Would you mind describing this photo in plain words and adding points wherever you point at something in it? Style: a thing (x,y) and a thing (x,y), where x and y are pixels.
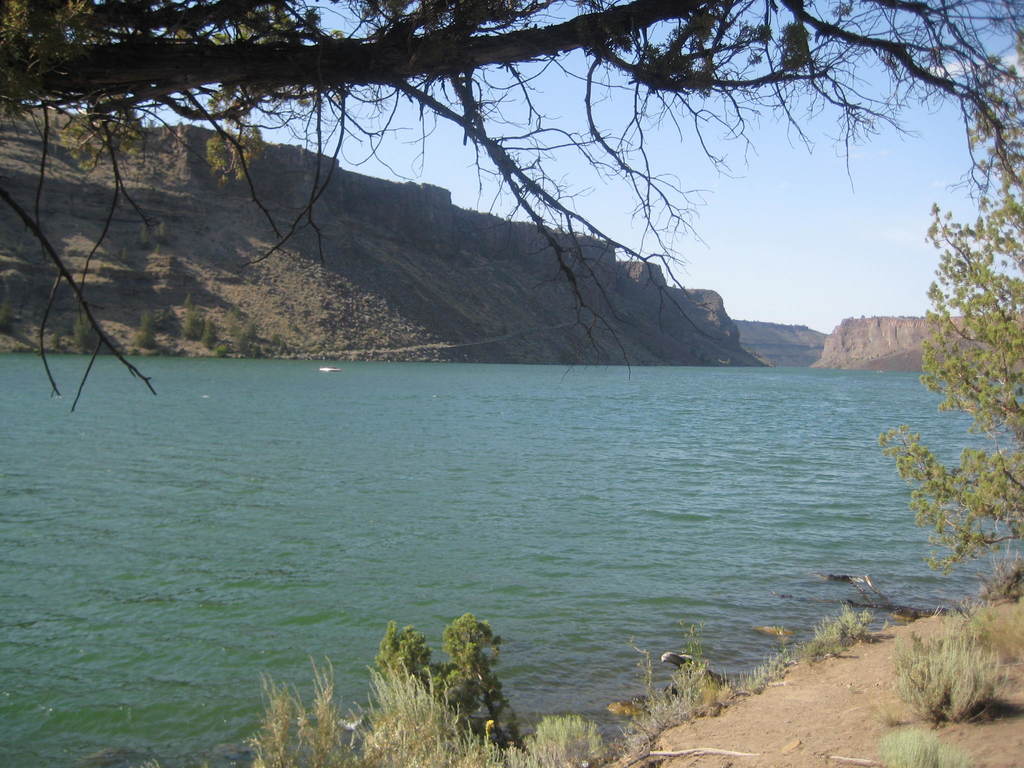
In the foreground of the picture (747,718) there are trees (496,716), shrubs (925,705) and soil (766,711). In the center of the picture (420,400) there is a water body (434,408). In the background (509,328) there are mountains (314,253). Sky (862,284) is sunny.
